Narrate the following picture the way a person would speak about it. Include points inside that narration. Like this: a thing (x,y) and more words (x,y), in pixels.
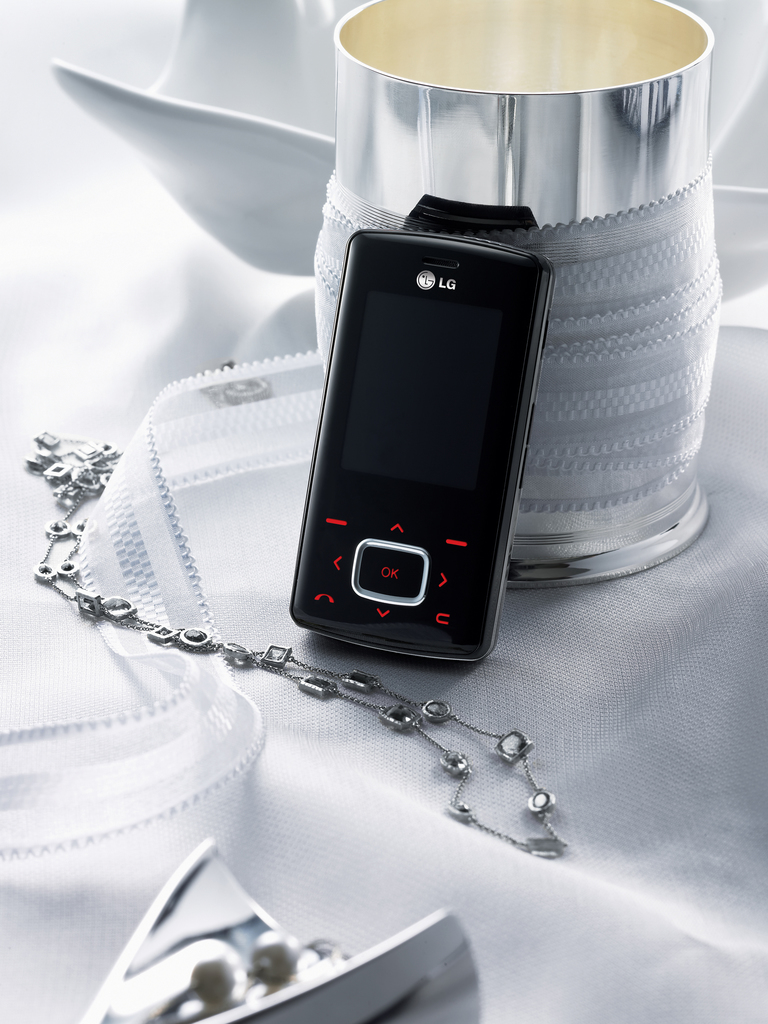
In this image we can see a white cloth (721,866), on the cloth (160,340) there are electronic gadget (423,549), chain (98,614), bowl like things (437,129) and other objects (238,980).
